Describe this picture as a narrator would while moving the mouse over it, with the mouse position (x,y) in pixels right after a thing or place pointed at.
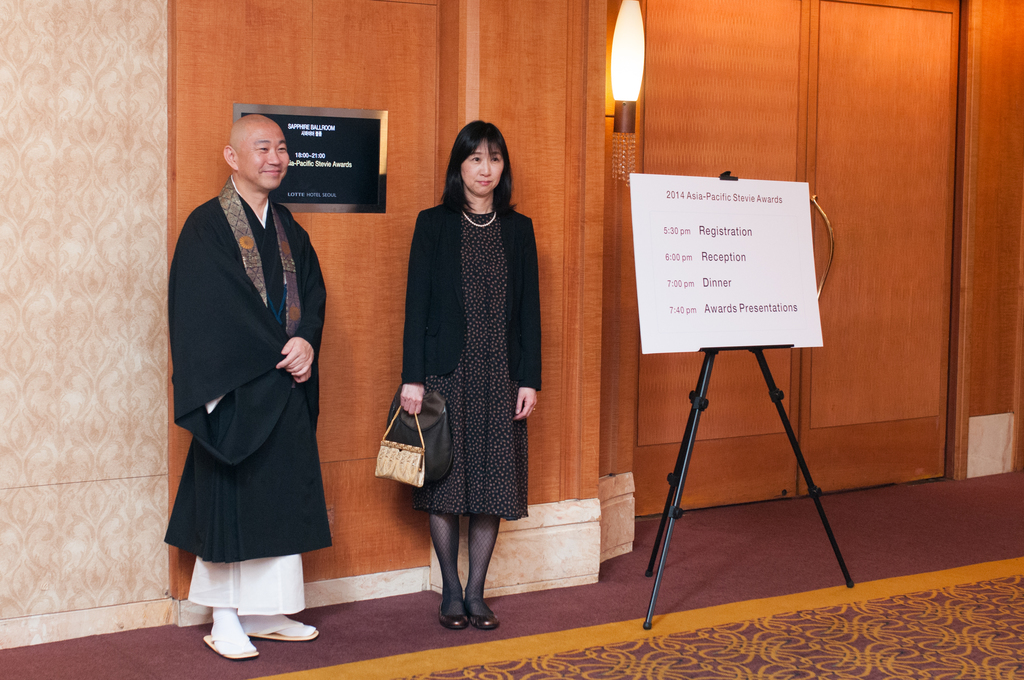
There is a person (224,235) in black color coat (197,302), smiling and standing on a floor (319,665) near a woman (488,139) who is in black color jacket (456,286) smiling and holding two bags (428,433) with one hand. On the right side (740,302), there is a white color board (745,249) which is attached to the stand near a light (631,71) which is attached to the wooden wall (559,43). In the background (320,114), there is a name board (352,132) which is attached to the wooden wall (203,73).
